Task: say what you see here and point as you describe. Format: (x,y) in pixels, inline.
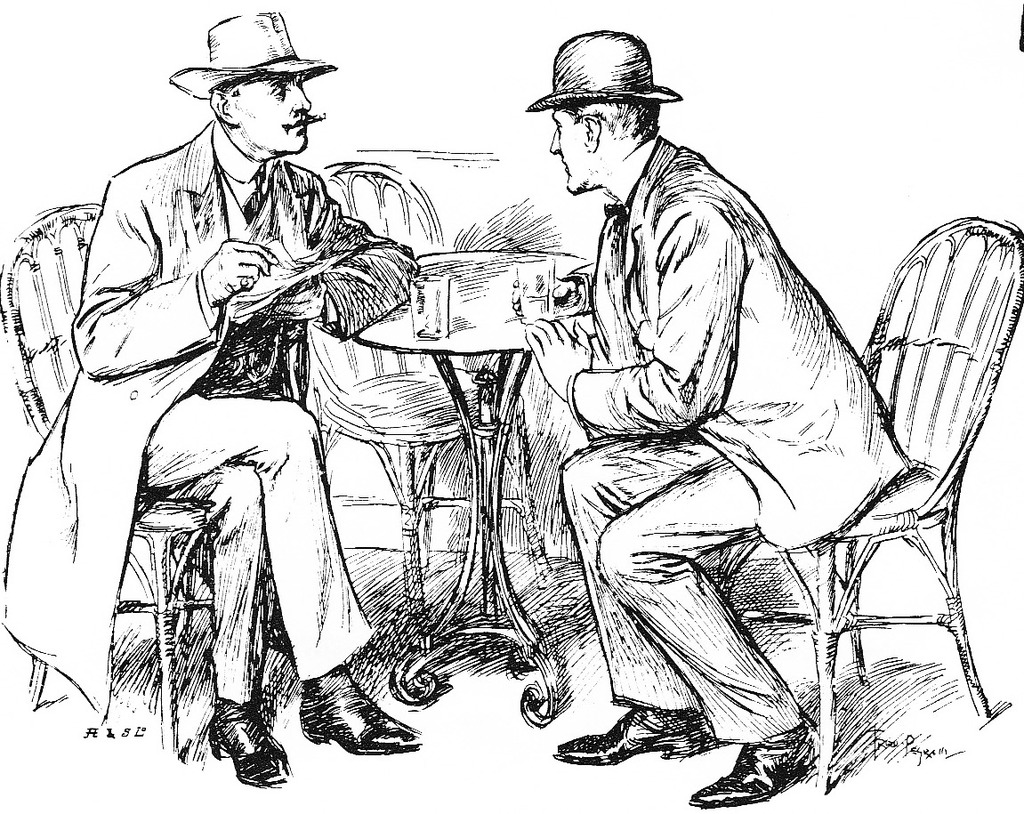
In this picture there is a pencil sketch (583,359) of two men (562,346) sitting beside the table (494,290). Both of them are wearing jackets (726,349) and hats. On the table (482,320) there are two glasses (442,319).
